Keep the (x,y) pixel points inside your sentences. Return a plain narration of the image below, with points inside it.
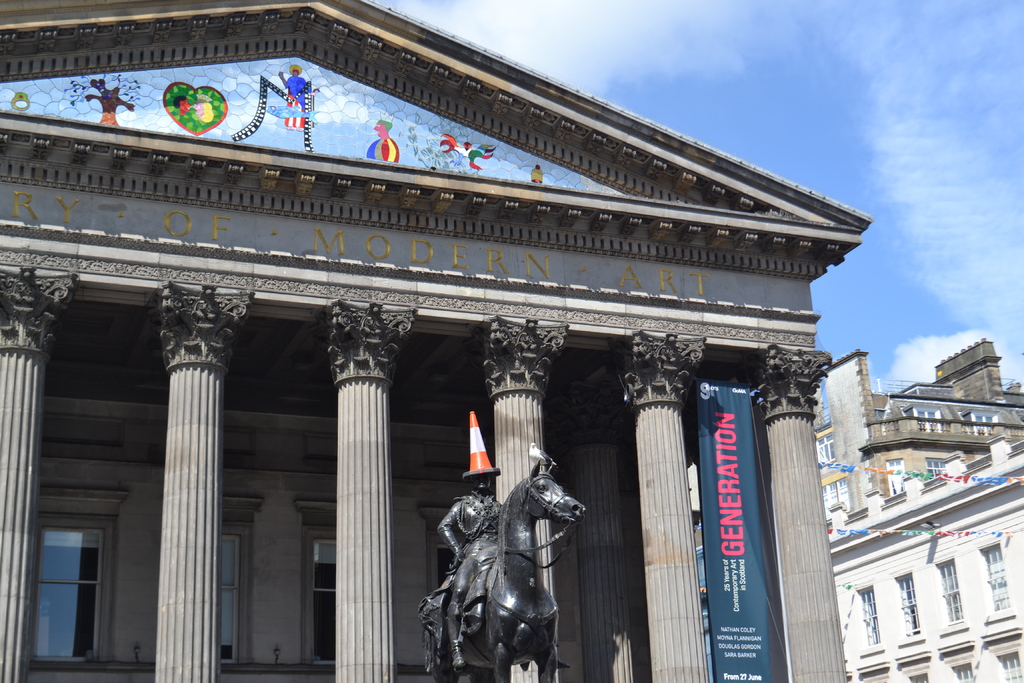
This image consists of a building (580,168) along with the pillars (648,474). In the front (531,653), we can see a statue (502,589) of a man (491,496) and a horse (505,596). At the top (17,192), there is a text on the building (663,299). At the top (721,62), there are clouds (540,5) in the sky (801,100). On the right (968,589), there is another building (916,626) along with windows (913,610).
